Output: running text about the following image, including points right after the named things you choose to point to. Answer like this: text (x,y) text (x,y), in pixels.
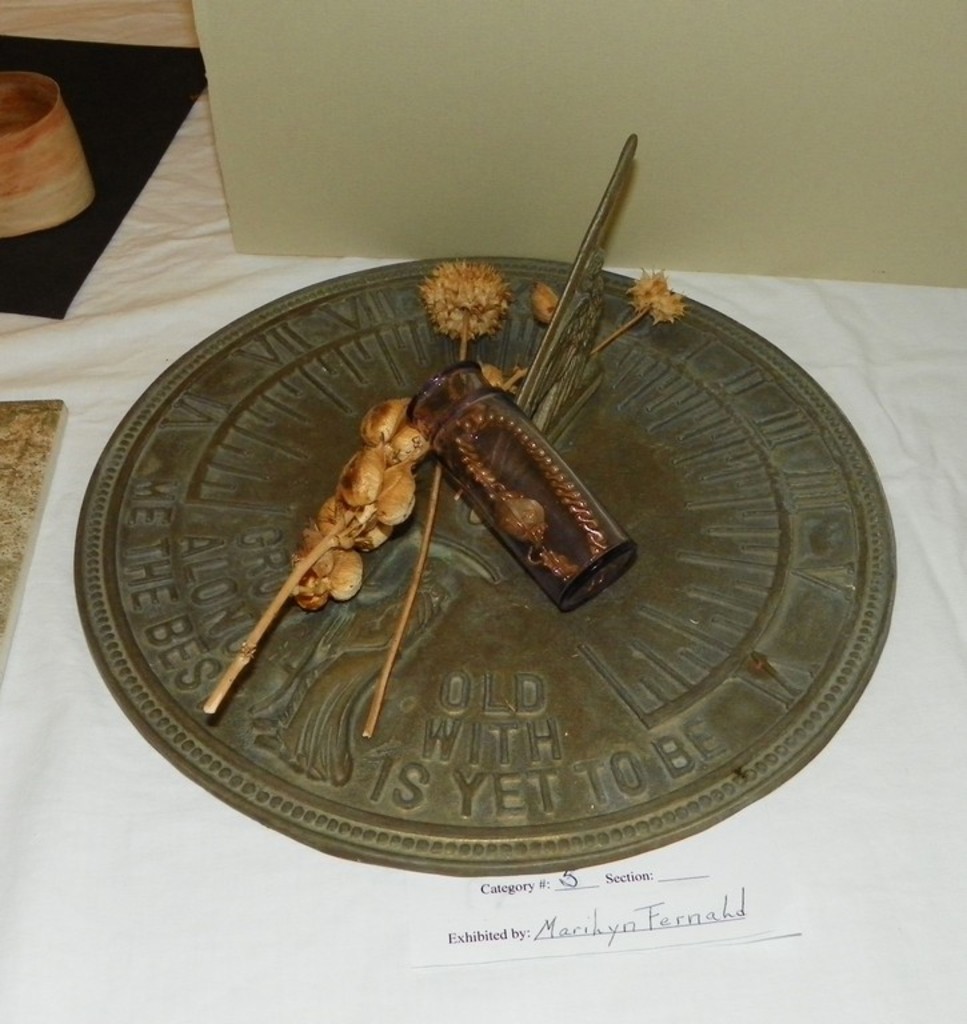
In this image there are few artifacts (411,475). Beside the artifacts (229,438) there are some objects (32,480) on the table (400,935). At the bottom of the image (565,927) there is some text (671,909) on the paper (569,922).
